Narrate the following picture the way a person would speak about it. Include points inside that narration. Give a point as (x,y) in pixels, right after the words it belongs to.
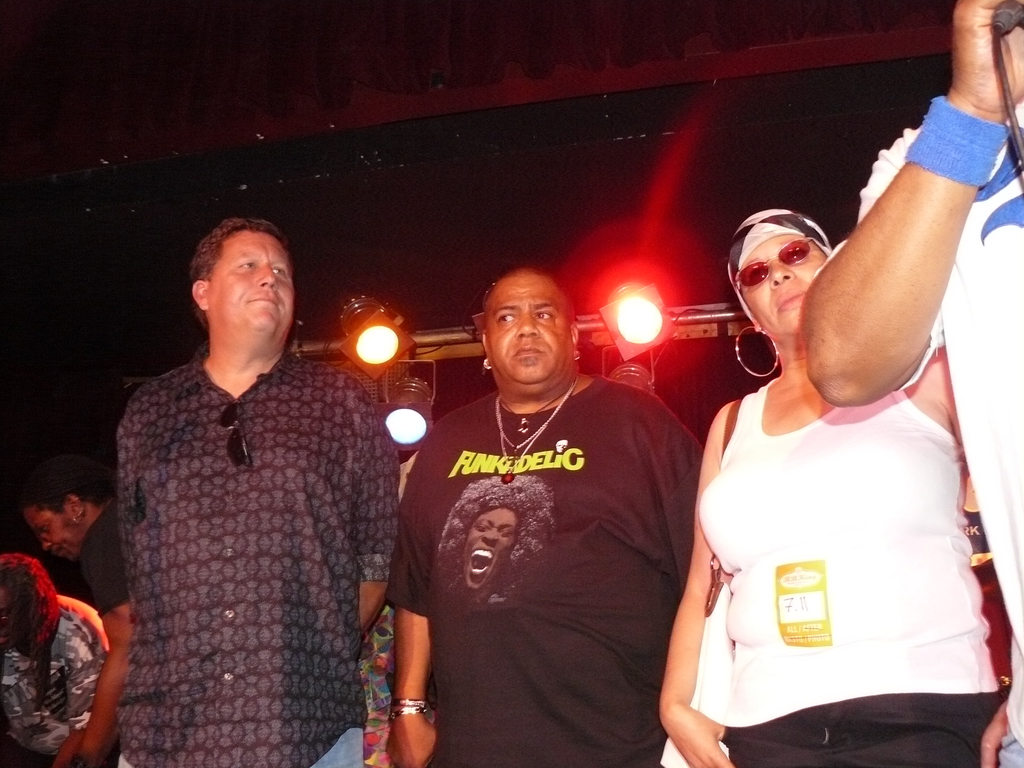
There is a group of persons (558,501) standing as we can see at the bottom of this image (400,702) and we can see lights (348,315) in the middle of this image (629,355). It is dark in the background (168,201).
